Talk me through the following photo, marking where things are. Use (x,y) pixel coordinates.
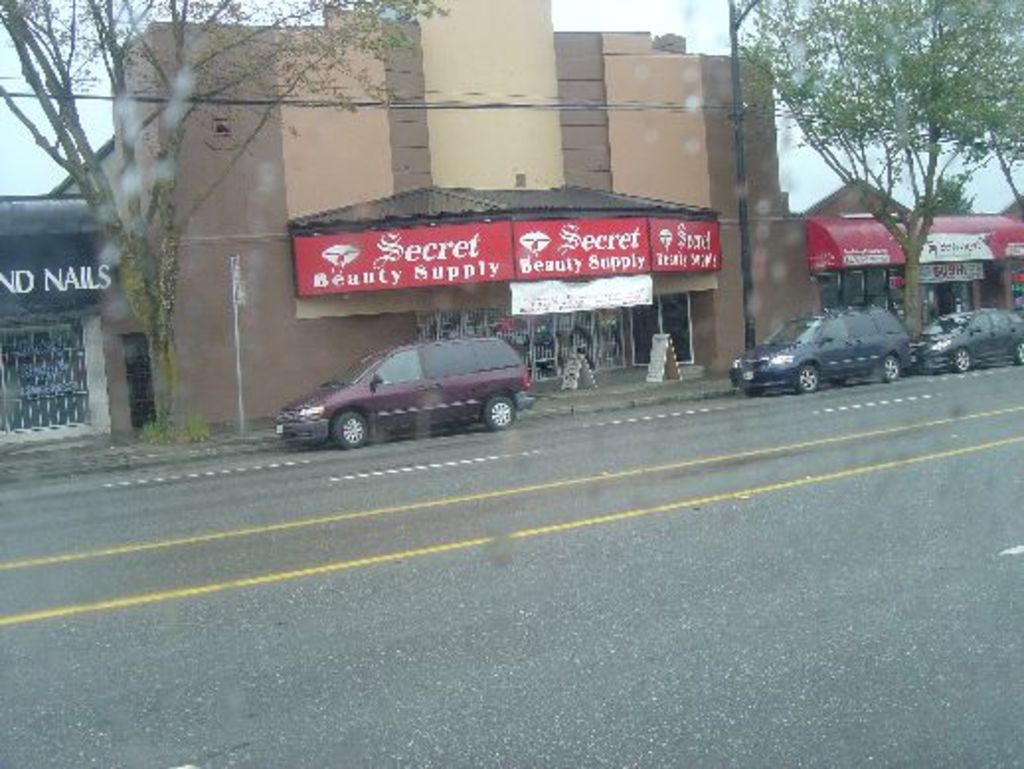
In the given image i can see a stores (595,289) with some text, cars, trees (1016,77), road (796,630) and in the background (724,31) i can see the sky (659,3).
